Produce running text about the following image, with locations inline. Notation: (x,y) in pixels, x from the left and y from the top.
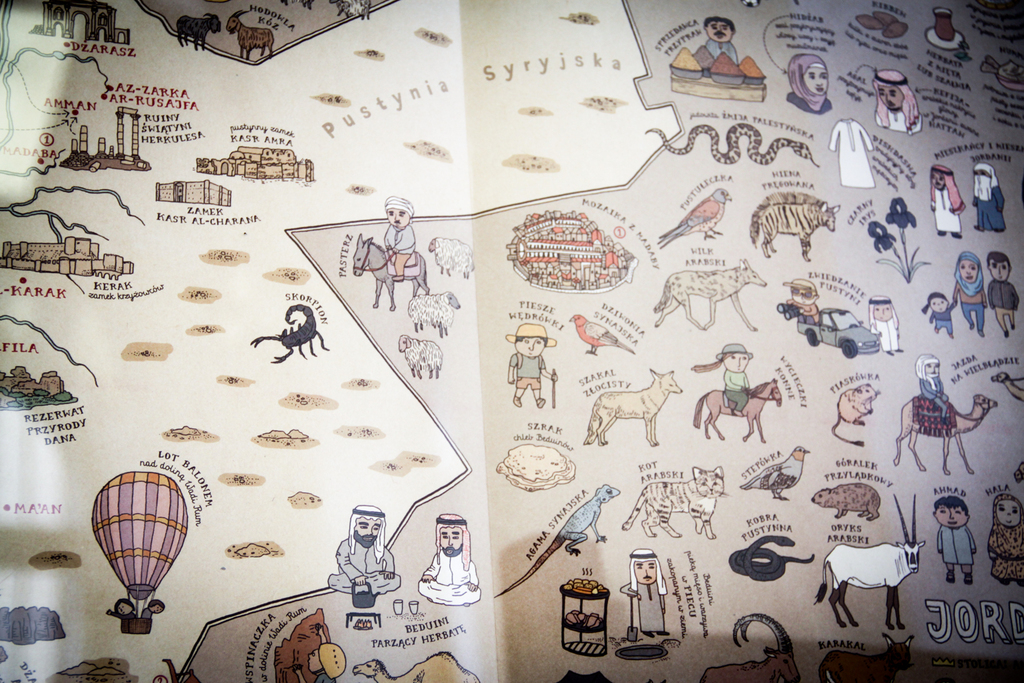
There is a poster (431,229) having animated images (357,379) of persons (885,94), animals (769,206), birds (585,333), buildings (111,167) and other objects (152,501). And there are texts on this poster (555,597).
